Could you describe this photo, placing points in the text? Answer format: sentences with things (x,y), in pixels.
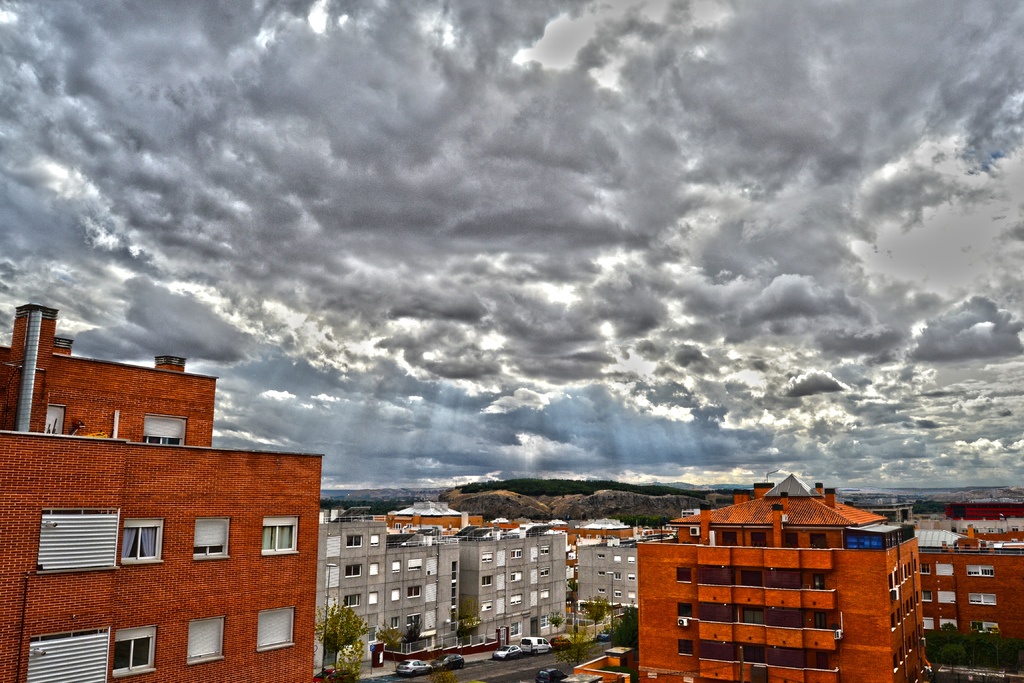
On the left side (178,579) it is a building (176,588) in orange color. In the middle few cars (405,670) are parked on this road (505,665). At the top (513,109) it's a cloudy sky (644,277).
